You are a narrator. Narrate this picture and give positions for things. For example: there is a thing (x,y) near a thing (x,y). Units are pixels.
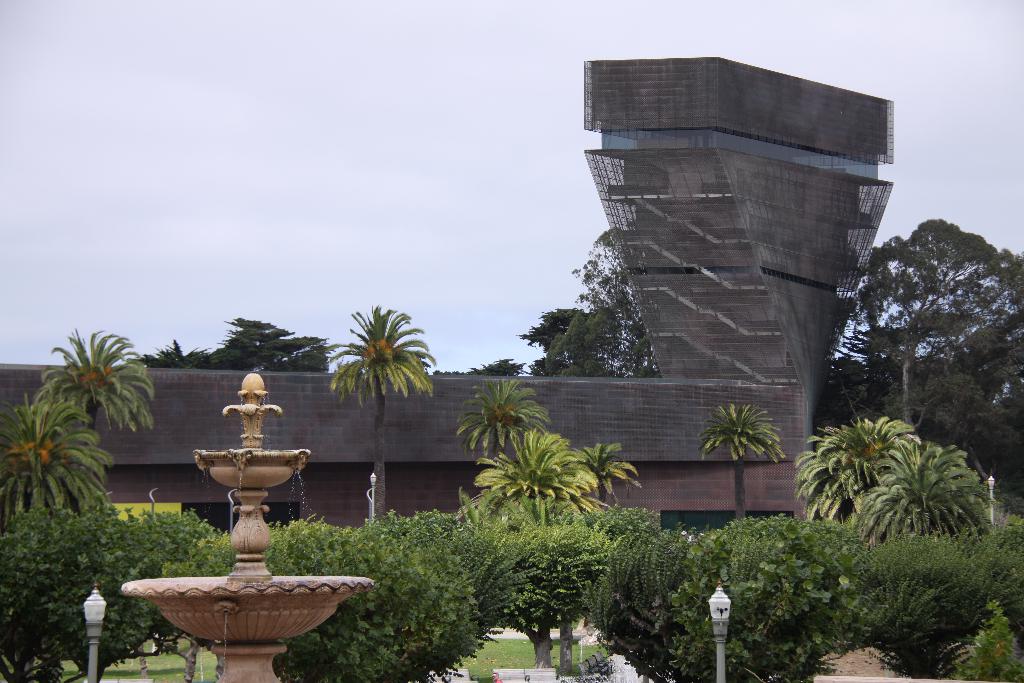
In the foreground (516,488), I can see a fountain (187,581), grass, plants (439,595), trees (536,532) and poles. In the background (428,214), I can see a building (353,445) and the sky (315,188). This picture might be taken in a day.
